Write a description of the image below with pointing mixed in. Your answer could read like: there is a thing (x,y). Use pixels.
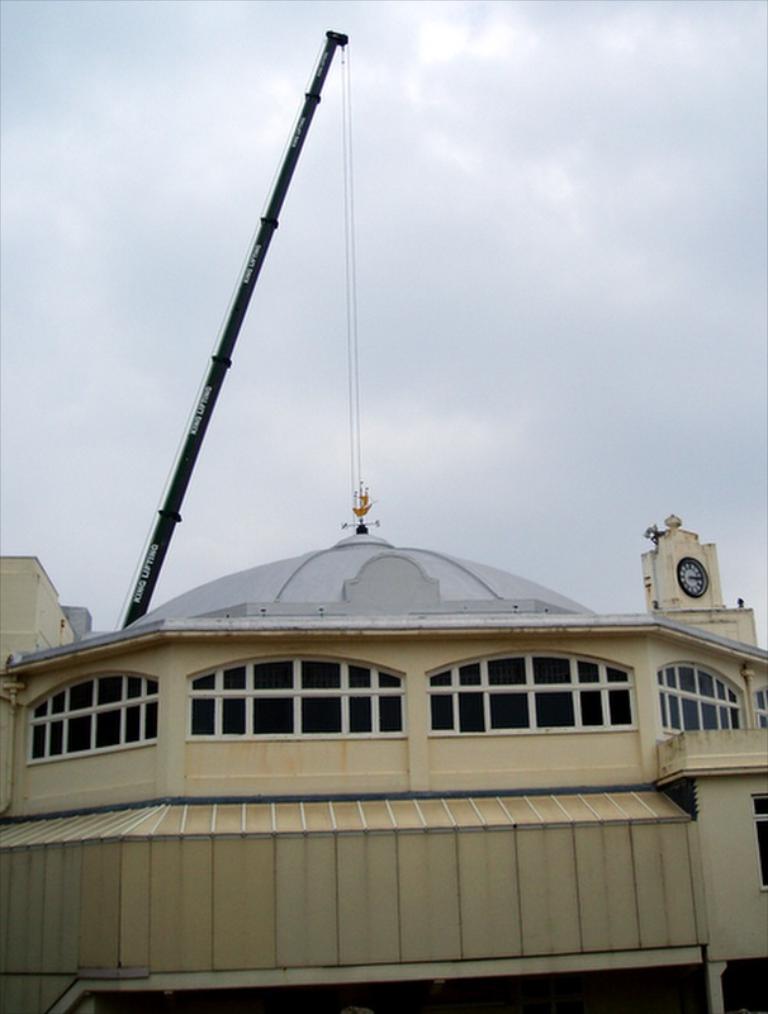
In this image we can see building (615,811), clock tower (686,552), construction crane (312,103) and sky (306,260) with clouds (344,280) in the background (371,300).
